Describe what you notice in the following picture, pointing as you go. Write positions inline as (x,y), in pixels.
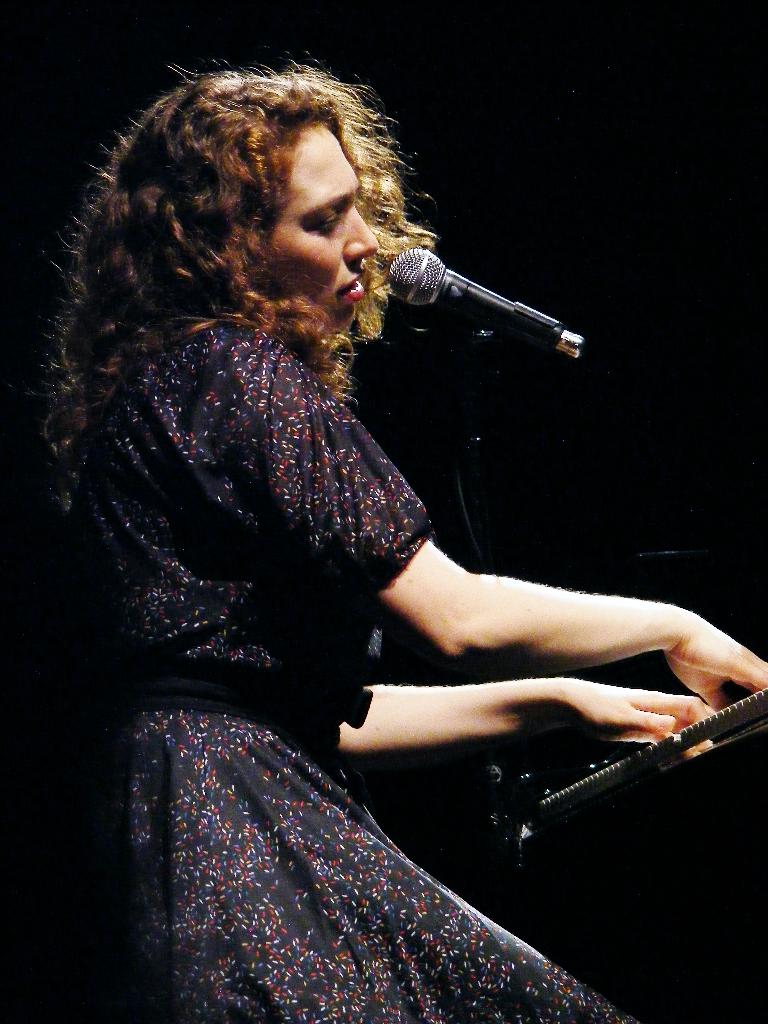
A woman (245,749) is playing a keyboard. There is a microphone (555,341). The background (692,417) is black.
